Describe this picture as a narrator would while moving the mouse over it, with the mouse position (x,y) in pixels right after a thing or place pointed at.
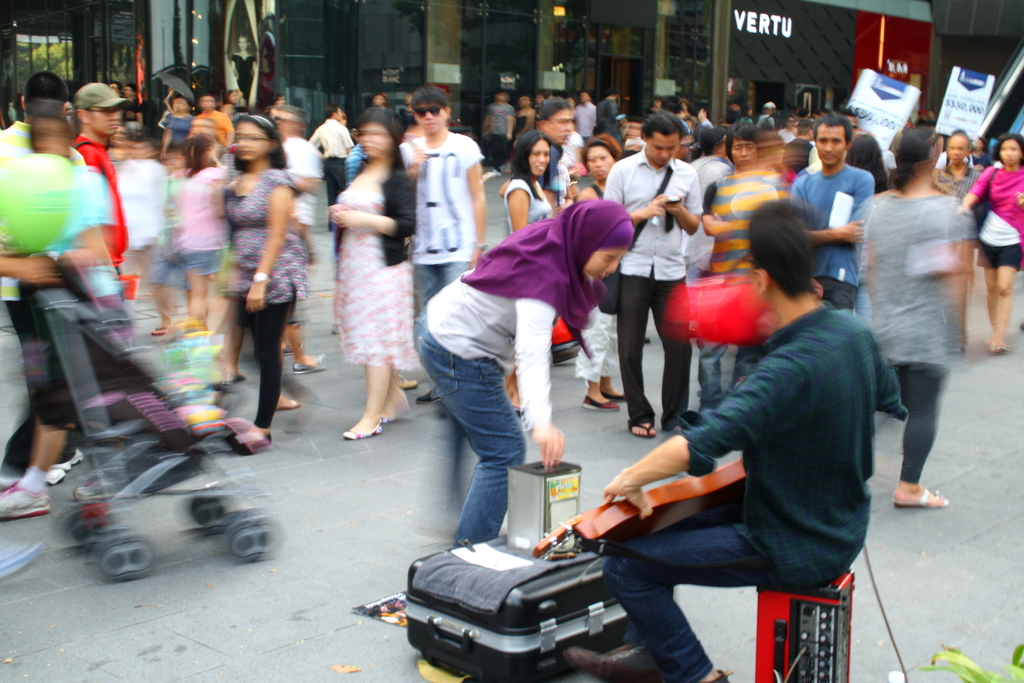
In the image in the center (679,450) we can see one person (745,469) sitting on some object (786,599) and he is holding a guitar (704,499). And we can see a group of people (461,219) were standing and holding some objects (883,94). In the background (391,52) we can see buildings (342,55), banners (883,122) etc.
